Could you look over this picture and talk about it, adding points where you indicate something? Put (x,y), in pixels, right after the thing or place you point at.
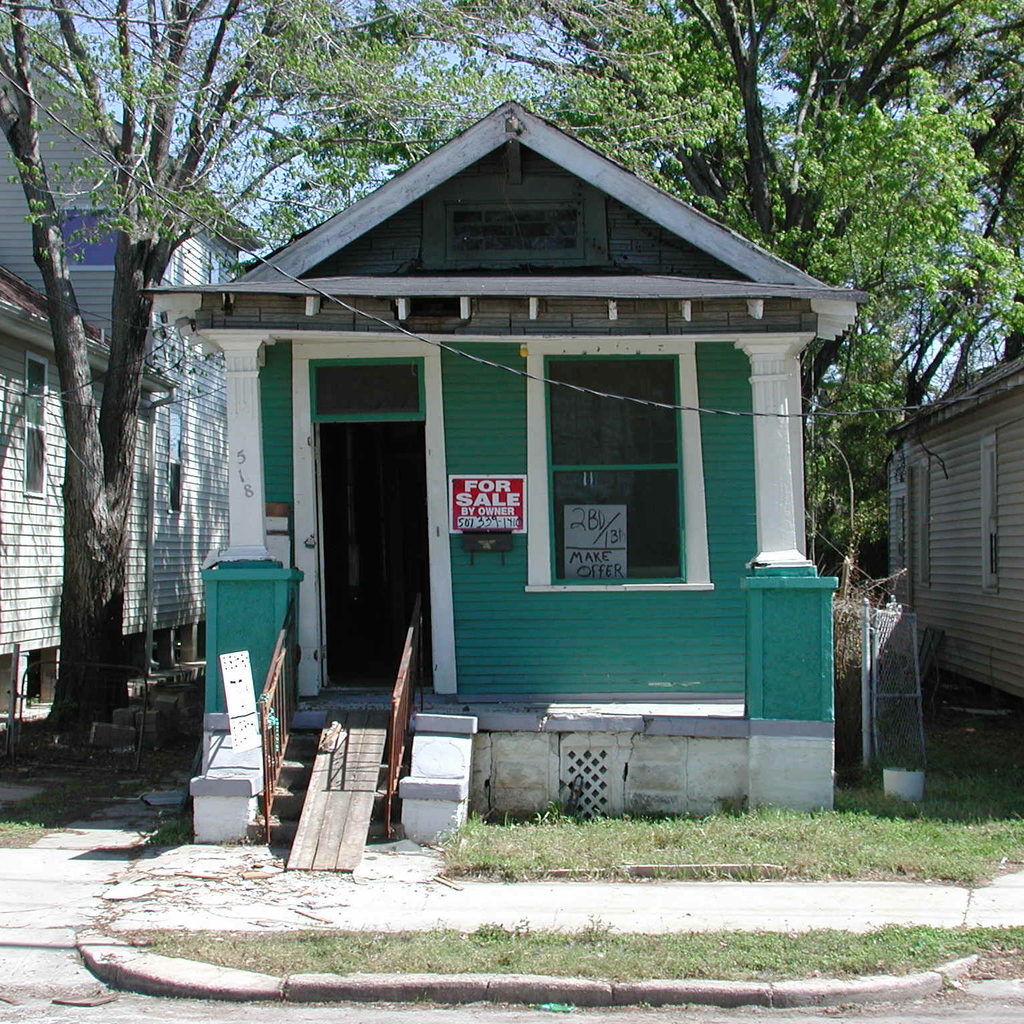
In this image I can see few houses (359,632), stairs (303,766), grass (554,863), trees (907,86) and the sky (240,22) in background (333,72). I can see few boards (498,522) over here and on these boards (478,481) I can see something is written.
